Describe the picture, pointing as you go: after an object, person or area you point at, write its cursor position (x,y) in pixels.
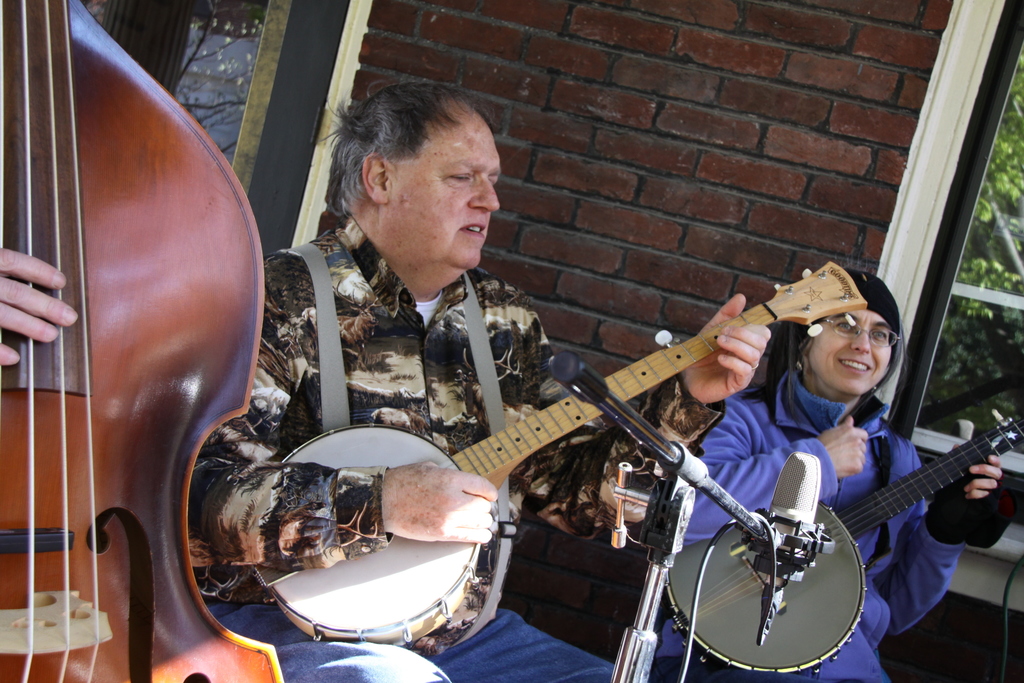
In this picture there is a man (314,297) in the center (512,329) holding a banjo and a lady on the right side (731,605) holding a banjo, there is a double bass (143,467) and a person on the left side (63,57). There are windows (970,246), greenery (985,254) and a wall (686,89) in the background (976,307).
